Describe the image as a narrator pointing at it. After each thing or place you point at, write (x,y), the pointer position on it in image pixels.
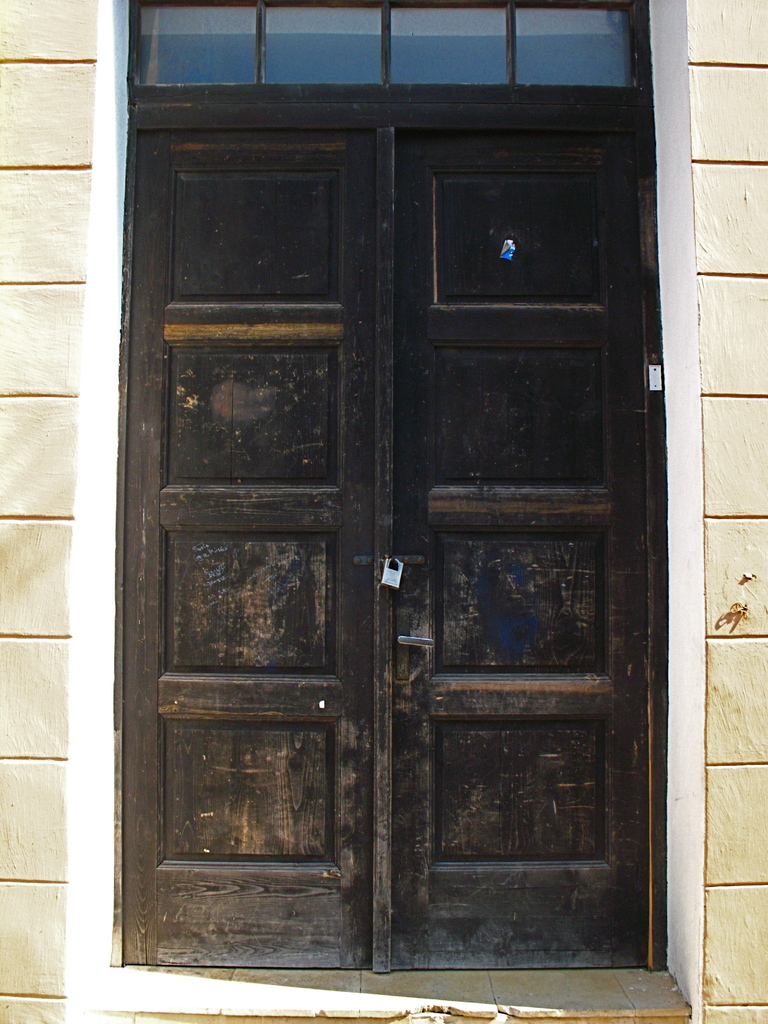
In this image, we can see doors (374,462) locked and in the background (687,111), there is a wall (706,351).
